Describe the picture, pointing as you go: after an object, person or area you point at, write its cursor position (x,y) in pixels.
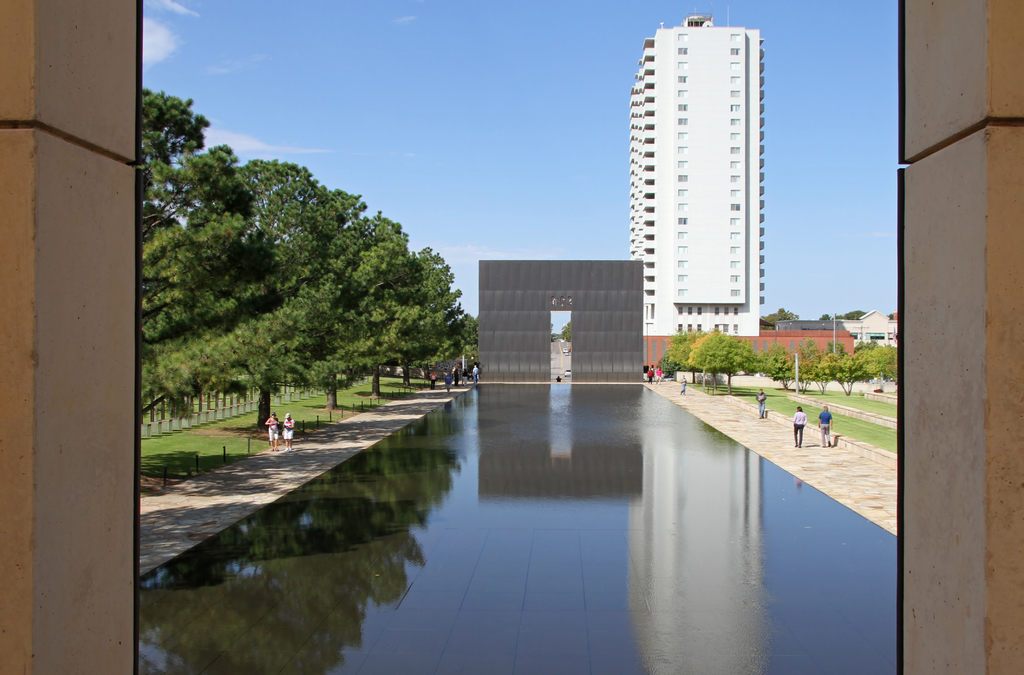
In this picture I can see there is a building (753,317) and there are few people (276,441) walking at the right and left side (289,439), there are few trees (245,289) at left side (332,296) and there are few more trees (747,352) in the right (693,350) backdrop (705,356). The sky (626,113) is clear.
